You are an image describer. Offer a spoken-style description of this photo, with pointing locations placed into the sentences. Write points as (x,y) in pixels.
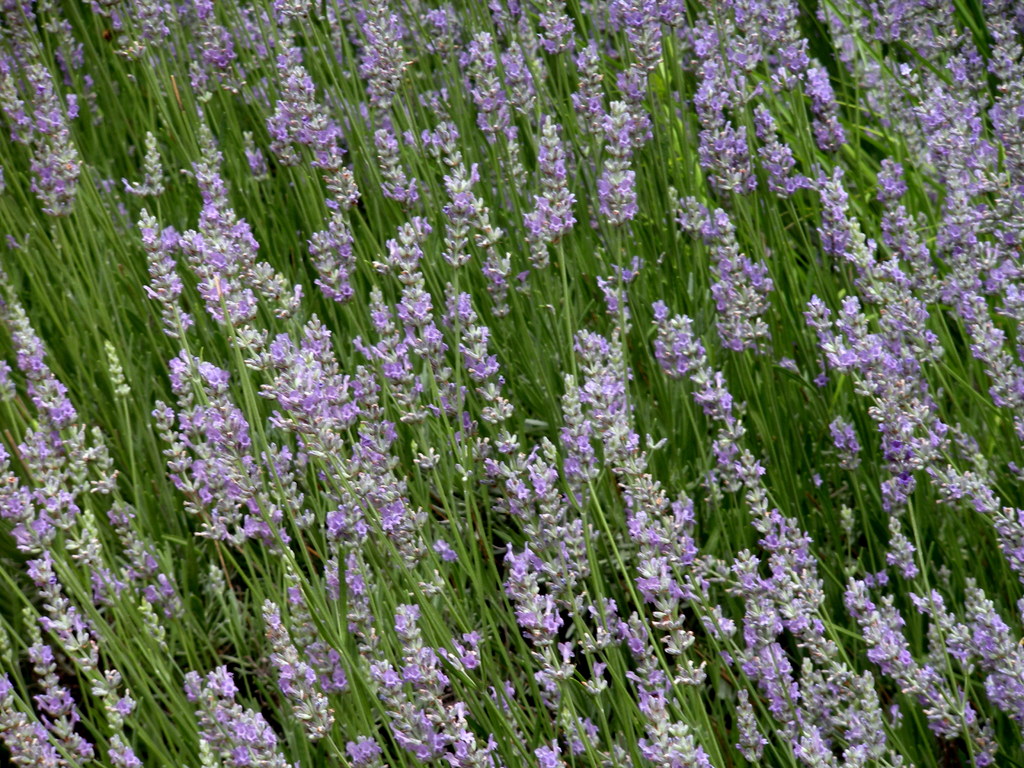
In the image I can see some plants (446,380) to which there are some flowers (376,472) which are in violet color.
